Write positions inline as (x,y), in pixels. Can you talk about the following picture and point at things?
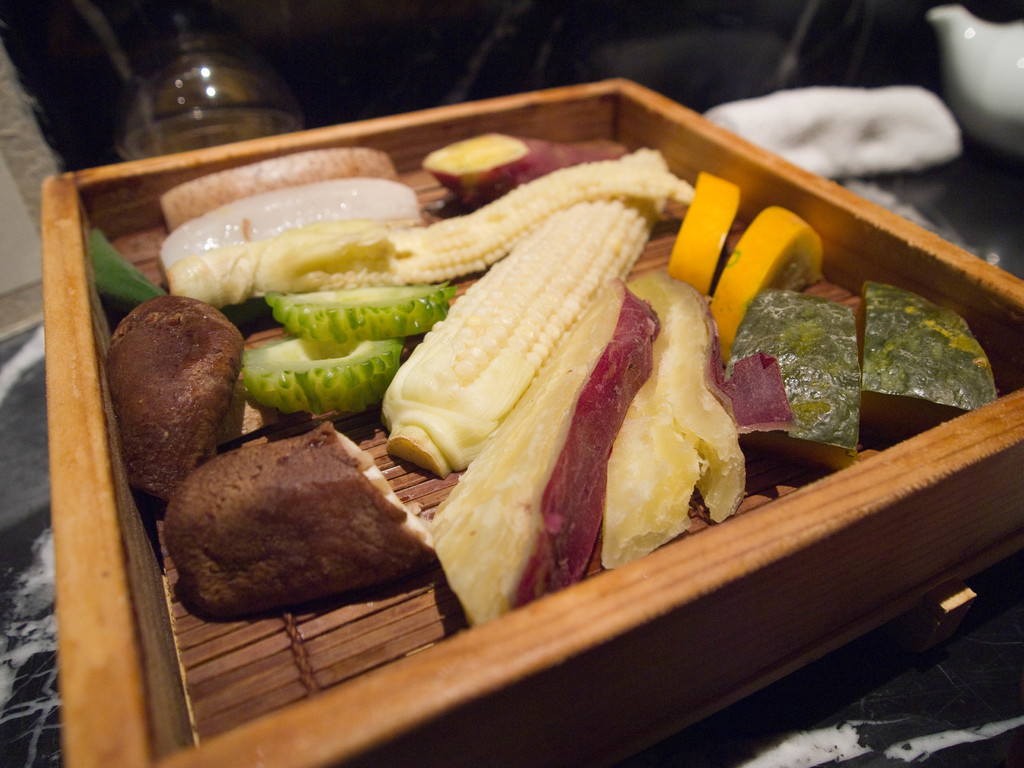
In this image few vegetable slices (313,359) are in the wooden tray (179,719) which is kept on the table (2,763) having few objects (1023,84).
